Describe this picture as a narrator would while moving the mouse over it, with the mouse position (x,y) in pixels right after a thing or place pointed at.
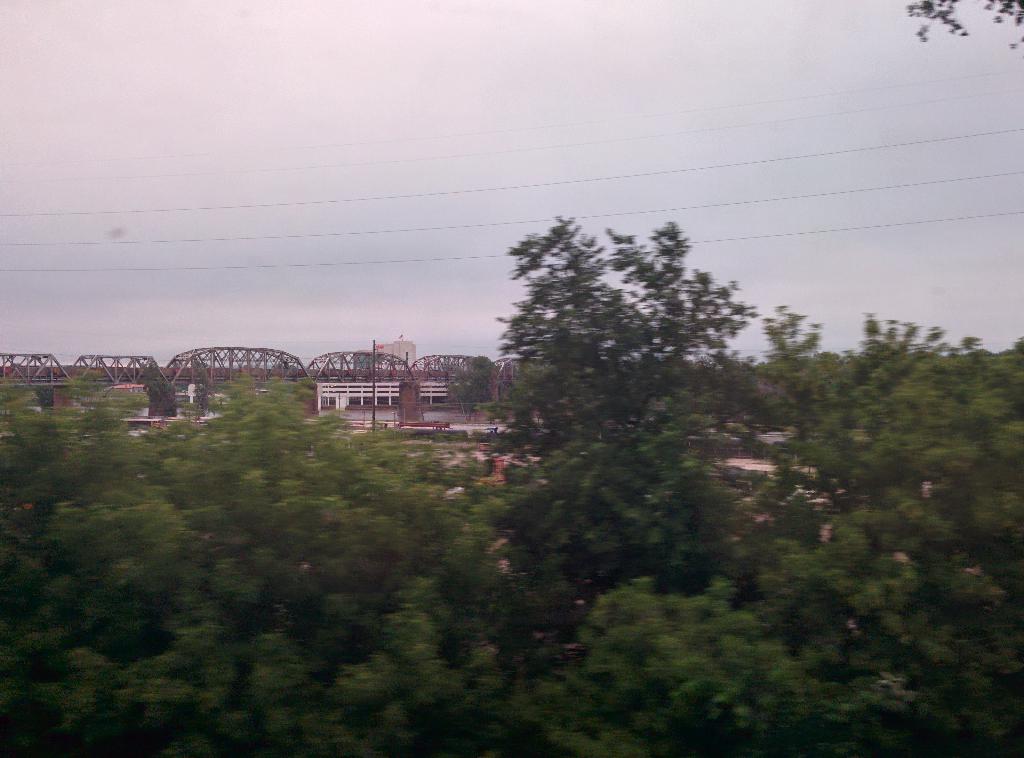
In the picture we can see the trees (126,478), bridge (183,383), wires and the sky (679,110) in the background (922,190).
